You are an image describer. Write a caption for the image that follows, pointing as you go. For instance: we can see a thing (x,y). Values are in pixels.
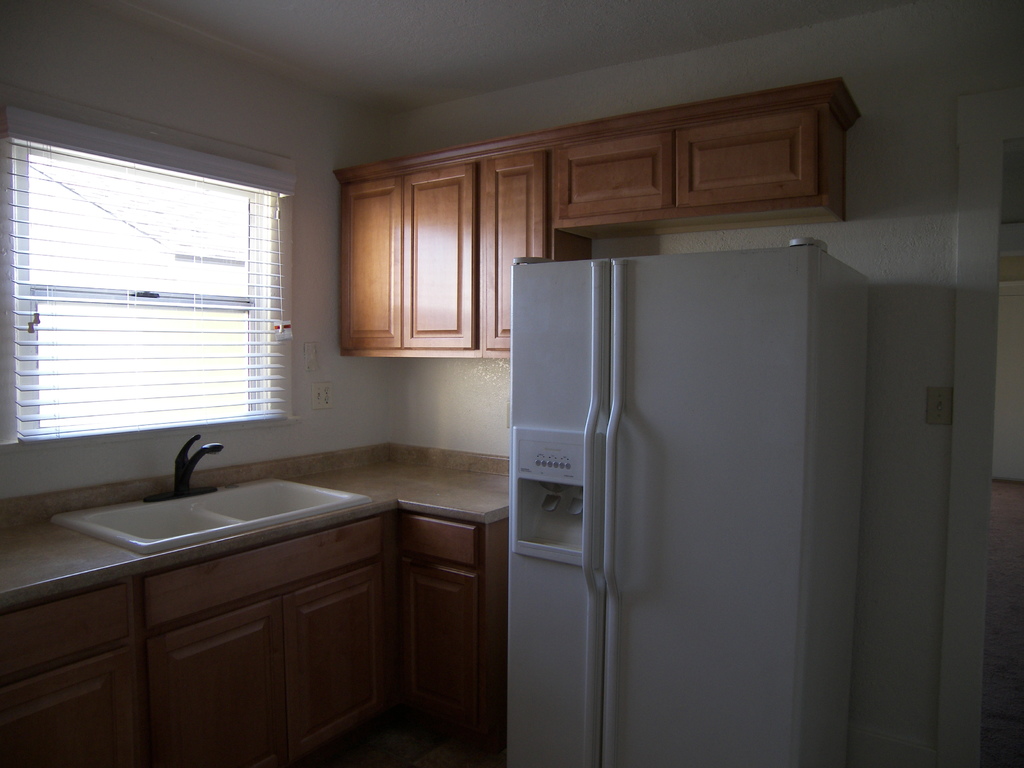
In the picture we can see a kitchen (429,586) with a refrigerator (687,574), which is white in color with two doors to it and beside it, we can see a desk (342,464) on it, we can see a sink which is white in color with a tap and under it we can see some cupboards (285,610) and into the walls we can see some wooden cupboards (485,272) and beside it we can see a window (32,409) with a white color frame (153,429) to it.
